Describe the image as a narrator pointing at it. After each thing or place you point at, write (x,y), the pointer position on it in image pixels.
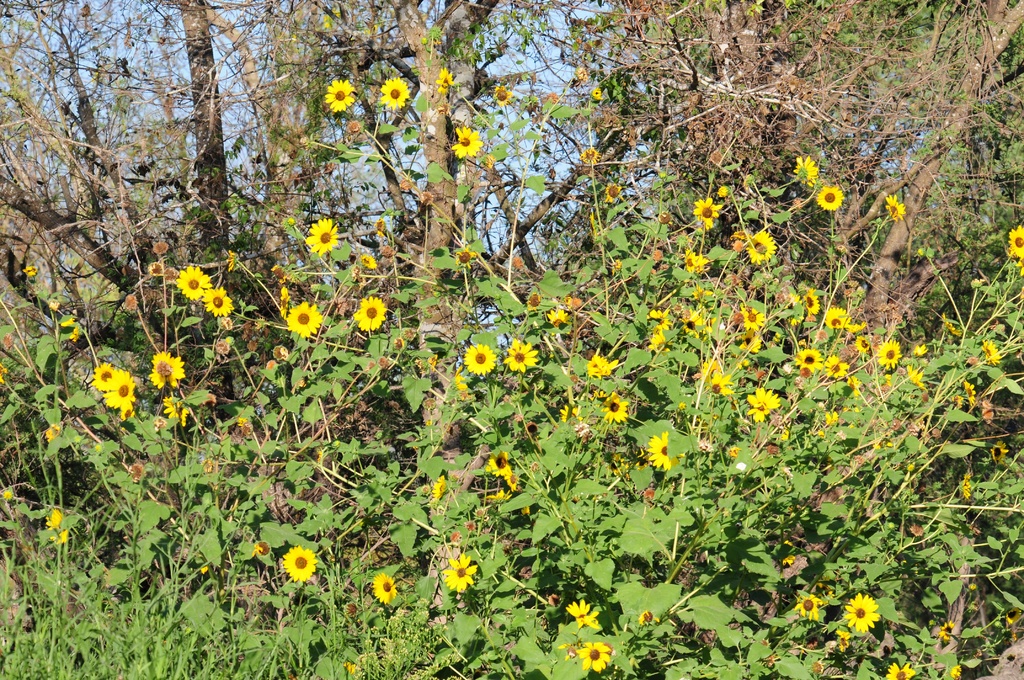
In this image I can see the flowers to the plants (456,371). These flowers (656,343) are in yellow and red color. In the background (244,130) I can see the sky (250,112).
